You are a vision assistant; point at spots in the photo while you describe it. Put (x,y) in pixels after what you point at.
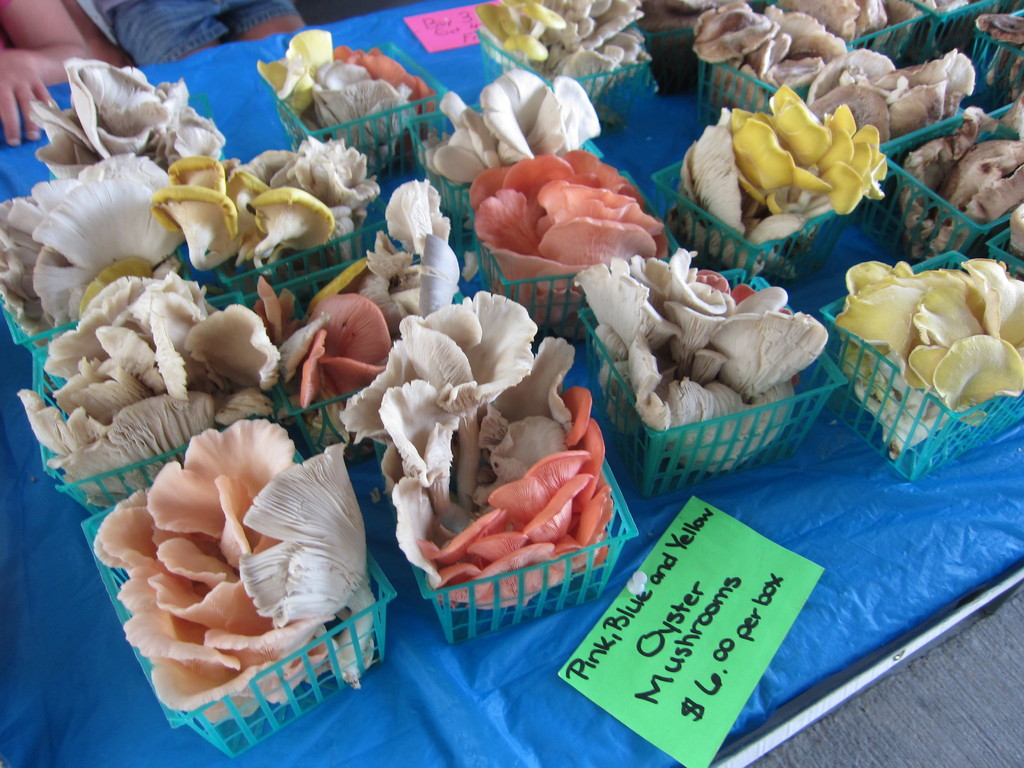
In this image I can see there are mushrooms (571,221) placed in bowls (373,236) and there is a price tag (671,693) placed on the table (279,130). There are two people (80,37) at the top left side of the image (129,19).
